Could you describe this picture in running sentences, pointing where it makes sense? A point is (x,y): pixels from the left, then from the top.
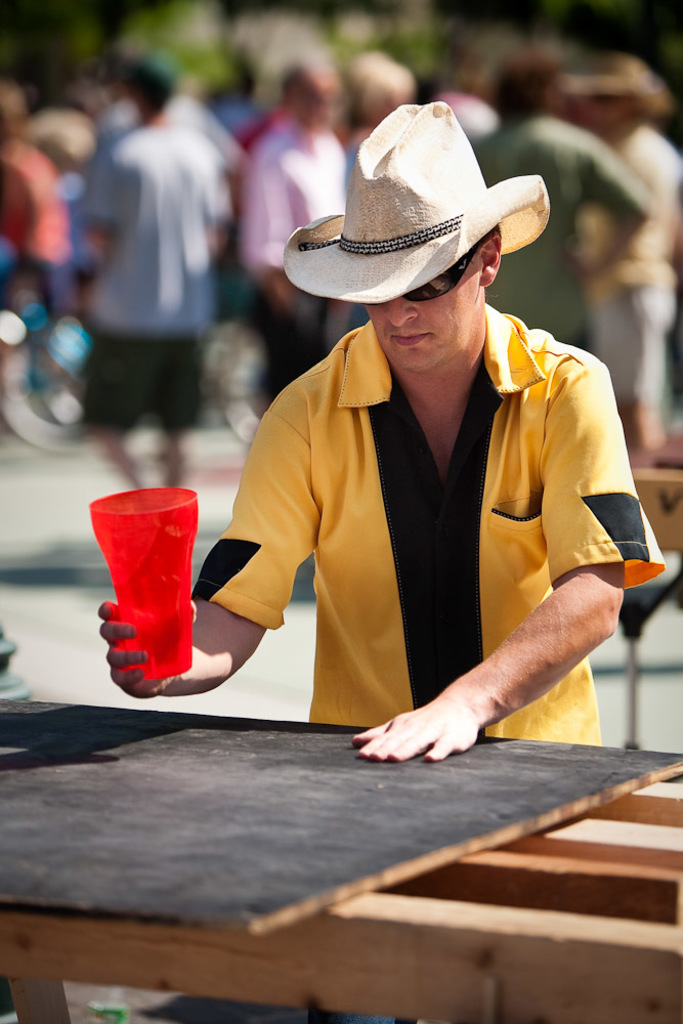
This is a picture taken in the outdoors. It is sunny. The man (592,510) in yellow shirt (527,556) with a hat (415,197) standing on the floor (610,679) and holding a red glass (188,604). in front of the man (434,558) there is a black table (405,810). Behind the man (281,468) there are group of people (319,139) standing and it is blurred.
